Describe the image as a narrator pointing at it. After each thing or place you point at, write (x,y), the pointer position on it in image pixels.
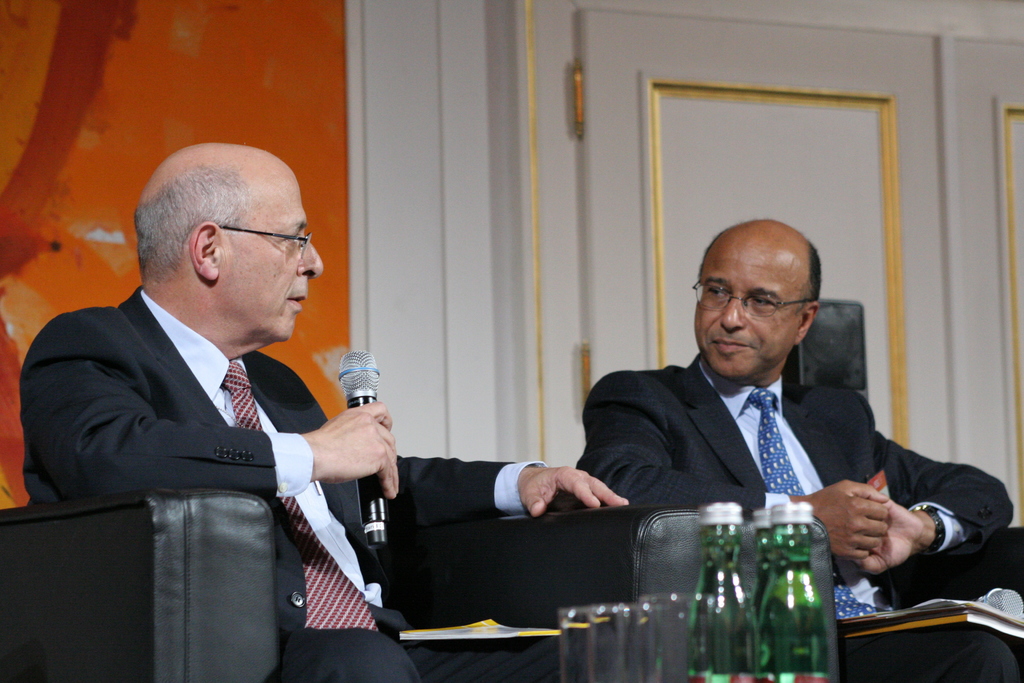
As we can see in the image there are two persons (718,439) sitting on sofa (556,510) and the person (338,451) sitting on the left side (309,261) is holding mike (363,385) in his hand (362,429). In the front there are three bottles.
